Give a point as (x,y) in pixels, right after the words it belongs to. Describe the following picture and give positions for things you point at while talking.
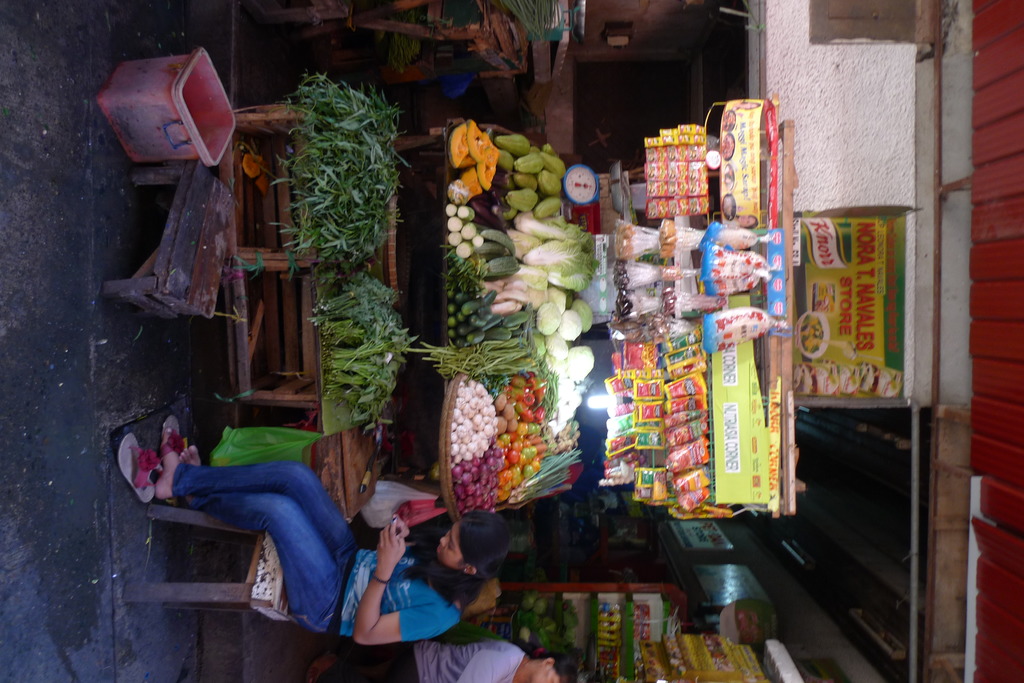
This image is taken outdoors. On the left side of the image (63,452) there is a floor (19,428). On the right side of the image (1003,275) there is a roof (972,425). In the background (960,464) there is a wall (920,287) and there is a store (654,270) with many things (641,625) in it. In the middle of the image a woman (369,575) is sitting on the stool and holding an object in her hands (388,554). There is a basket (174,107) and a stool (189,240) on the floor (152,241). There are two tables (485,337) with leafy vegetables (377,283), cabbages (563,265), tomatoes (511,473) and many vegetables (486,254) on them. There are many objects (687,205) and things (709,494). There are a few boards (751,154) with text (733,445) on them. At the bottom of the image (465,663) there is a woman (462,680).
